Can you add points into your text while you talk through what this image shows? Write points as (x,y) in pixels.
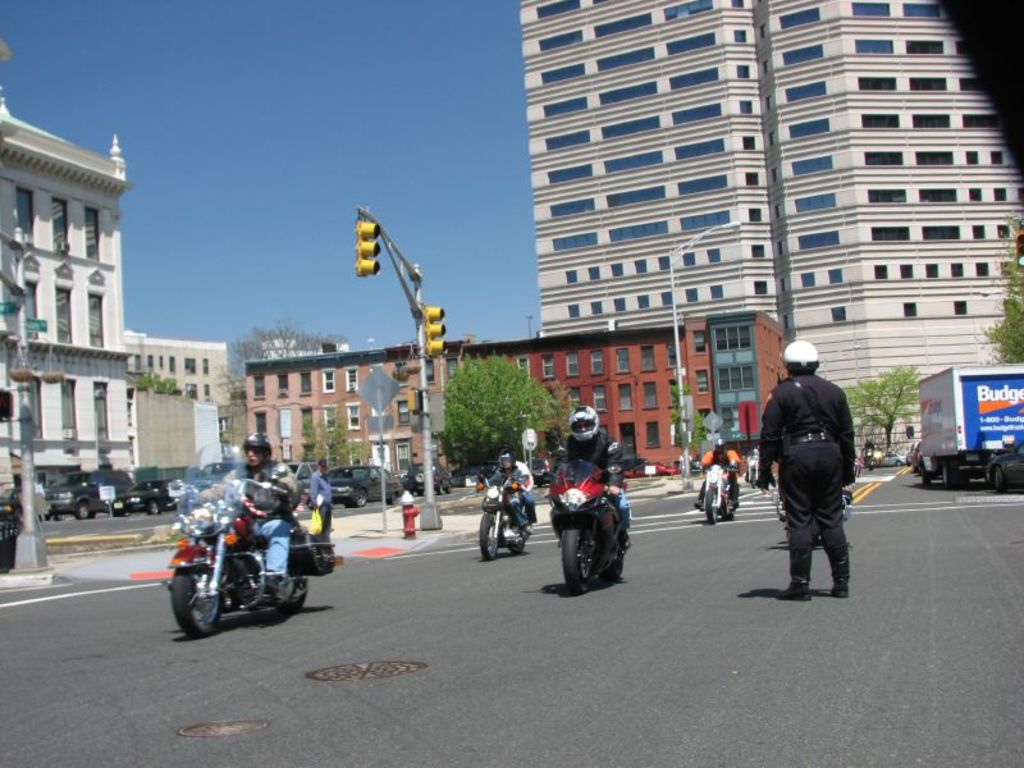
In this image, I can see few people (720,464) on motorbikes (713,491) and there are few vehicles (363,477) on the road (648,557). There are two people (315,489) standing. In the background (642,298), I can see the buildings (305,405), trees (347,433) and the sky (296,274). I can see the traffic lights (438,338) attached to a pole (406,260).
